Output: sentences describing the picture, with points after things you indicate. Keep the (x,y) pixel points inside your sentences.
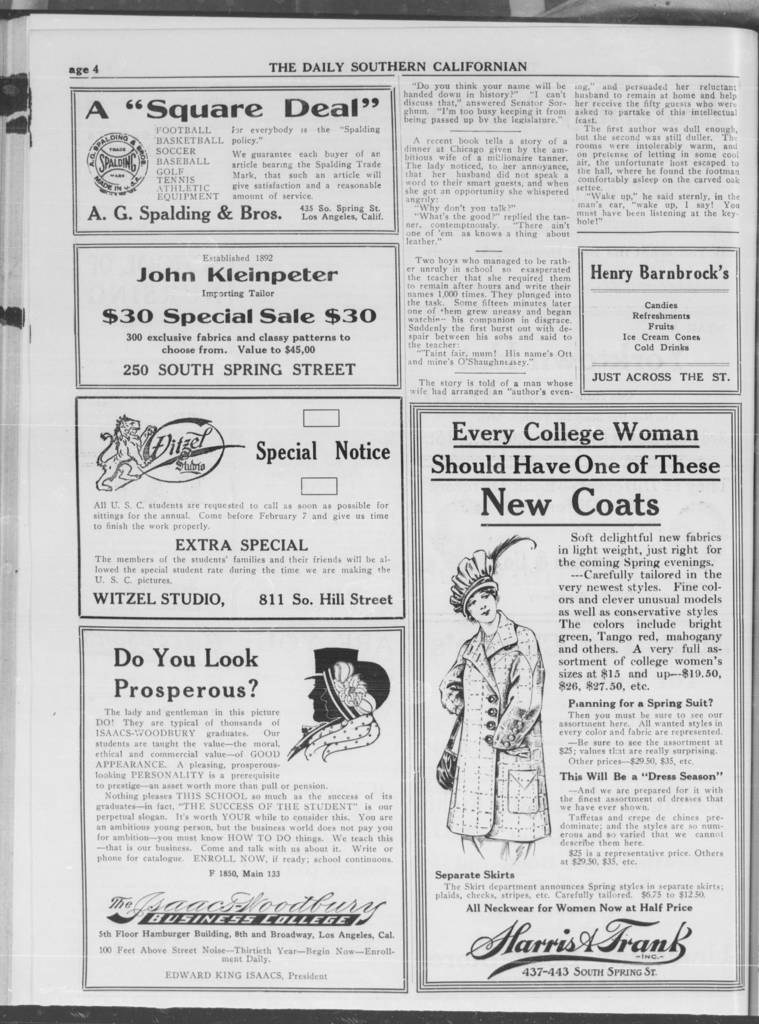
In this image we can see there is a page (243,232) of a book (290,776) with some text (237,783) and images (321,740).
